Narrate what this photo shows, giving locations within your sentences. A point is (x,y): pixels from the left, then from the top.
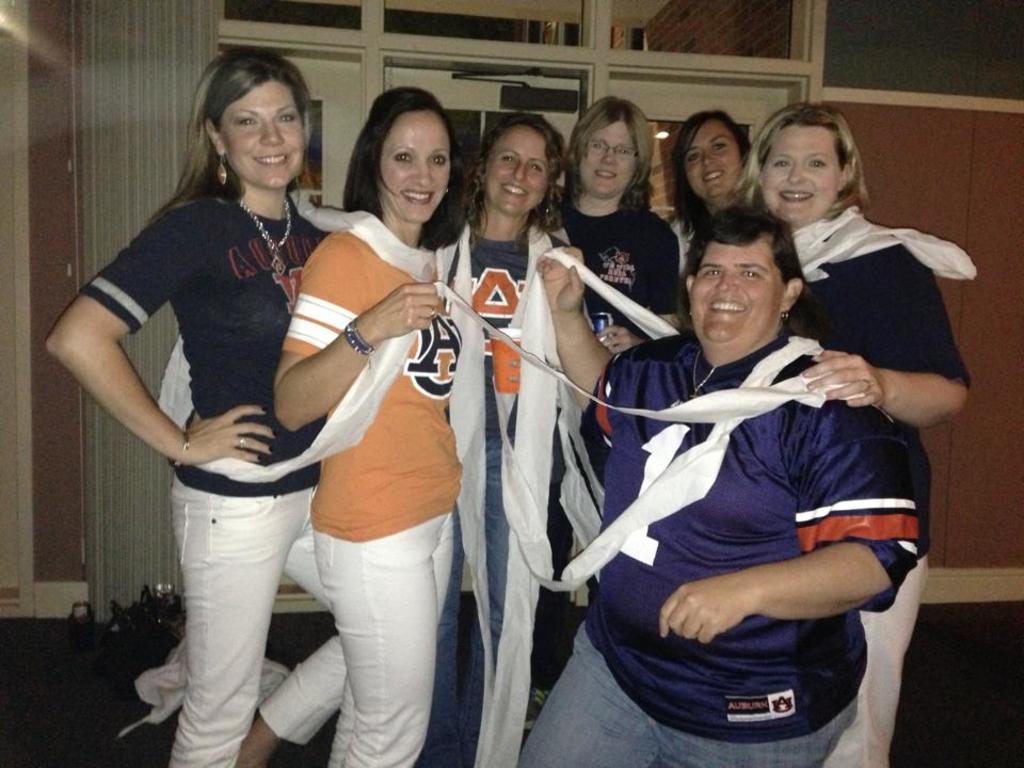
In this image I can see the group of people (637,466) with different color dresses (490,499). In the background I can see the curtain (103,258).
